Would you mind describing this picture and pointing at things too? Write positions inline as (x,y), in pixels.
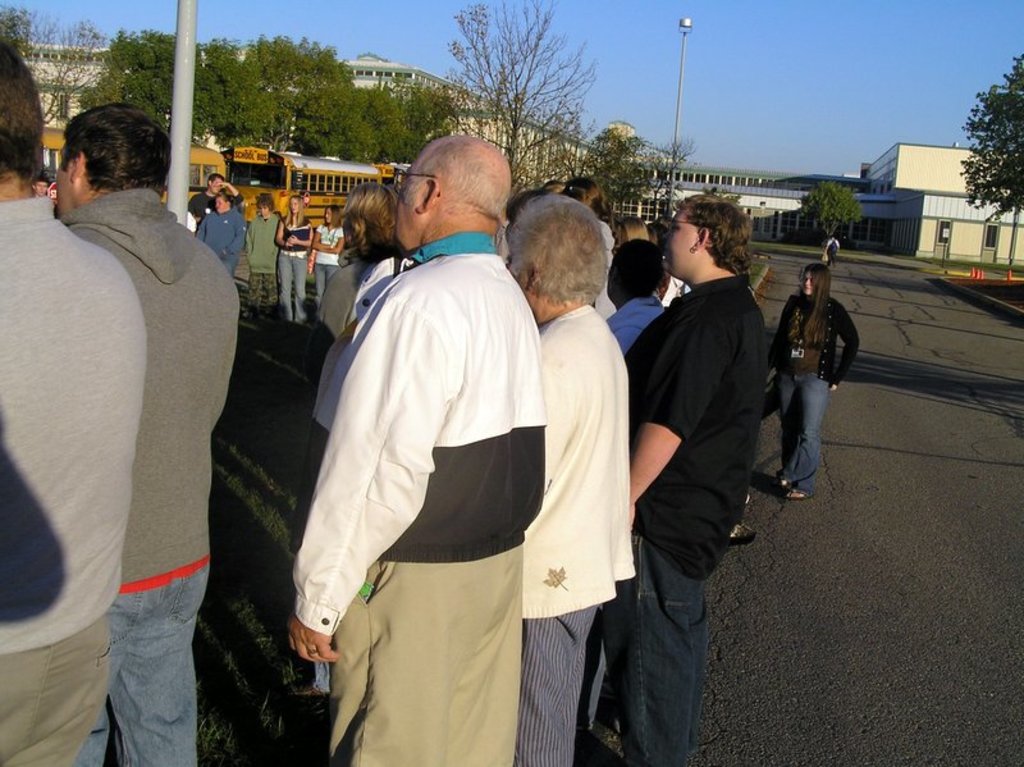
In this image there are people (331,328) standing near a pole (191,30) on a road (818,559), in the background (300,96) there are trees (338,141), buses (299,169), buildings (705,170) and sky (753,55).
